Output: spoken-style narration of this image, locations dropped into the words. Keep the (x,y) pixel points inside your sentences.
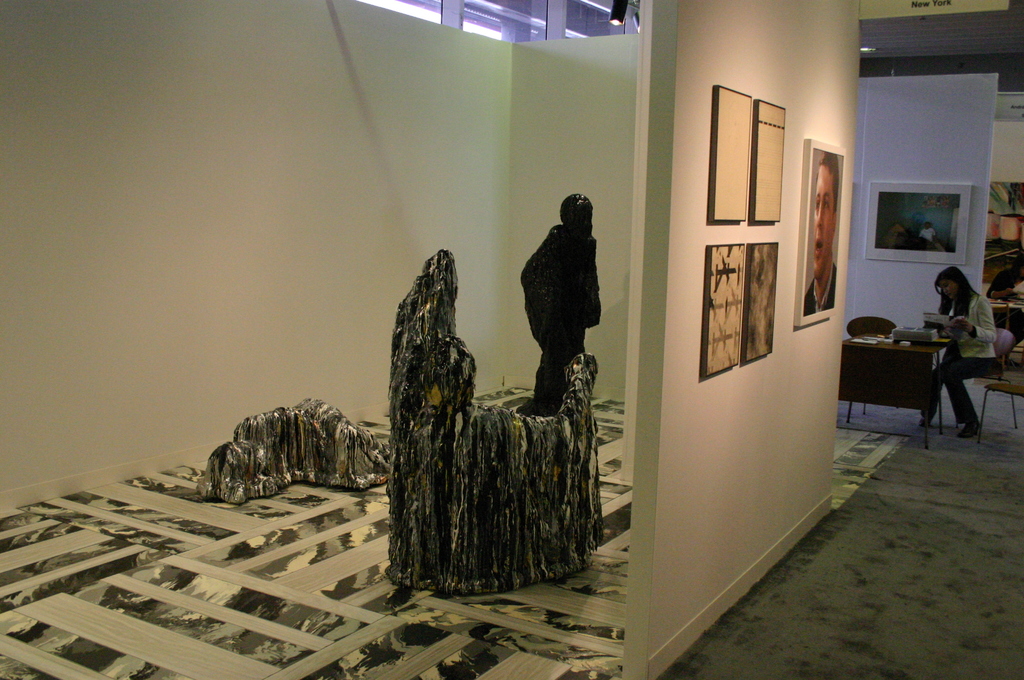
In this picture I can see rocks (559,243), there are two persons (1014,324) sitting on the chairs (1011,339), there are some objects (1020,301) on the tables (926,380), there are frames (1006,193) attached to the wall (673,256).
